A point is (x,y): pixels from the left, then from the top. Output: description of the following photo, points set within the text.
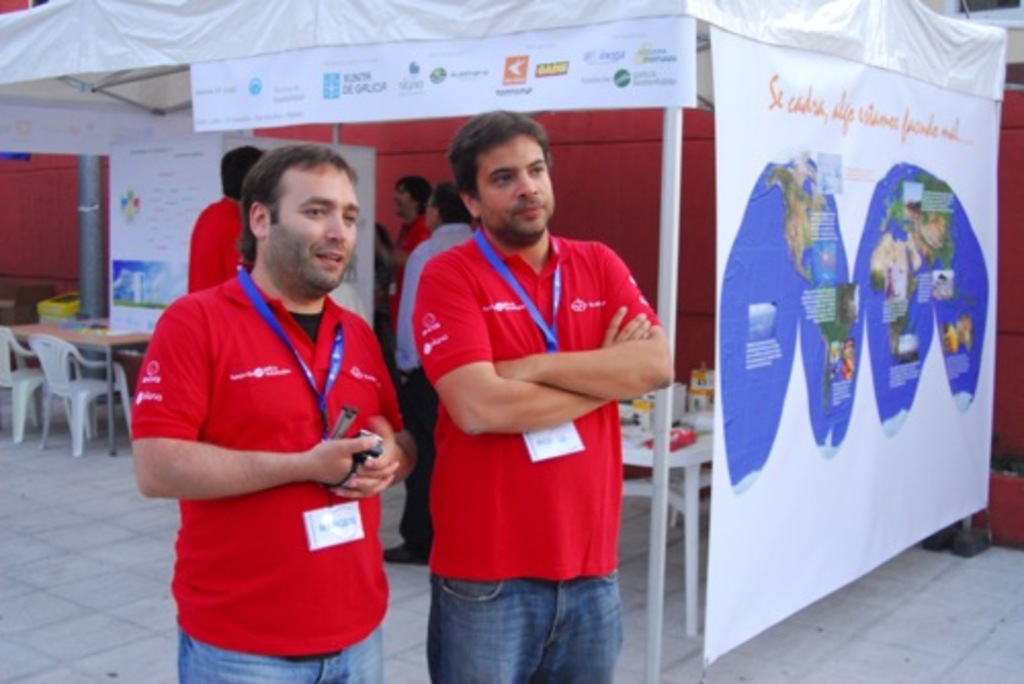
In this image we can see persons (229,391) standing on the floor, chairs (70,393), tables (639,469), cardboard cartons (699,381), advertisements (821,192) and a pole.
